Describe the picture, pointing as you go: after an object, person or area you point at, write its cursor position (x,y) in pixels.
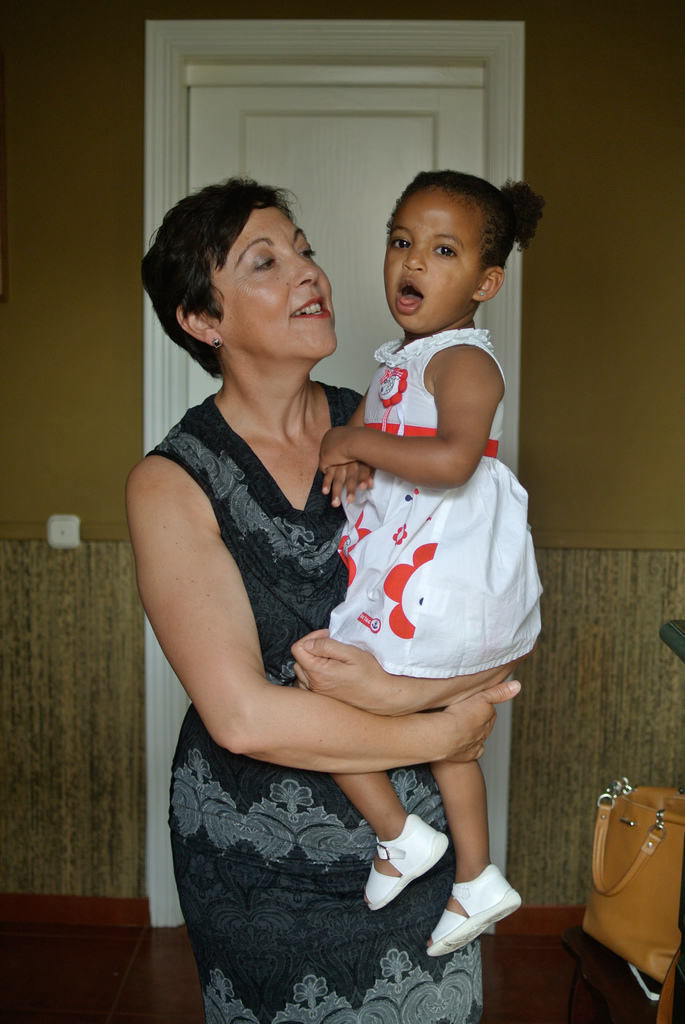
In this image one woman (255,538) is holding the girl (372,580) and behind woman (441,889) one door (392,177) is there and beside the woman (307,780) one bag (619,895) is there.
